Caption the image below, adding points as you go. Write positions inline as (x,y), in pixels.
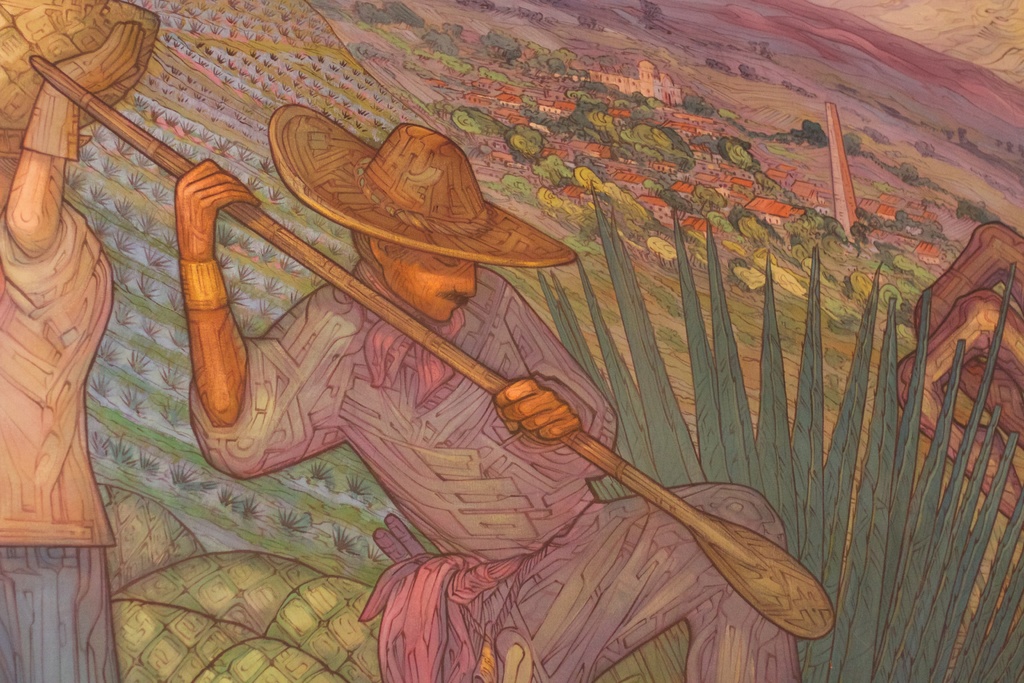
This is a painting, in this image in the center (462,305) there is one person (462,305) who is holding some stick (778,561) and wearing a hat (282,147). And on the left side (42,368) there is another person (39,184) holding something, and in the background (719,263) there are plants (962,554), trees (795,229), buildings (771,197) and mountains (944,165).
